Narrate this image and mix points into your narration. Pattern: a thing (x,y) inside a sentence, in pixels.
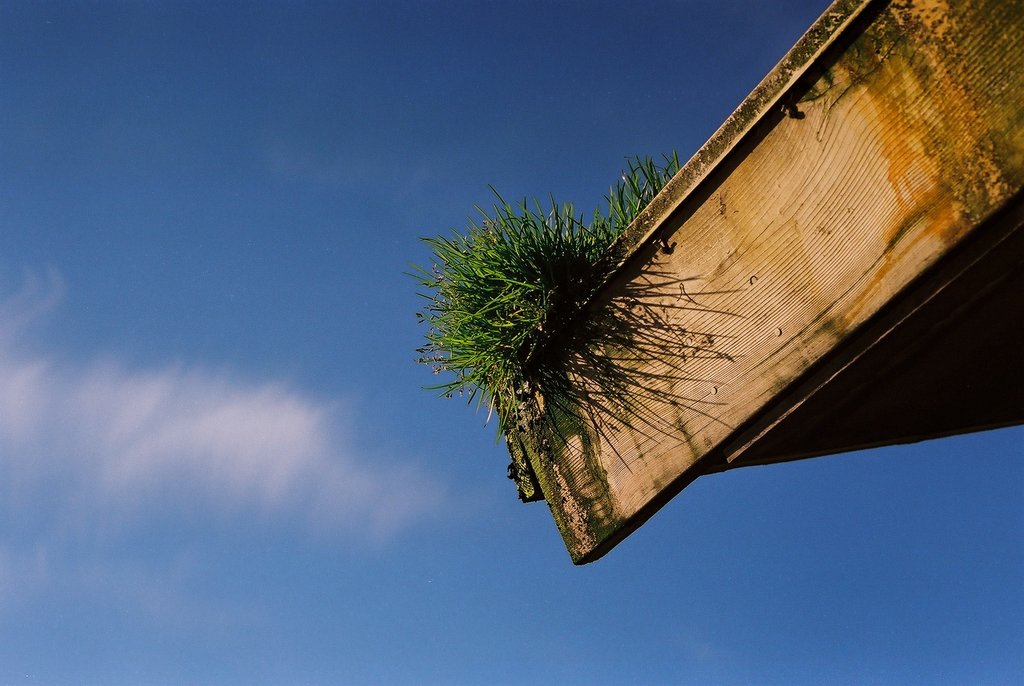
In this image I can see a wooden thing (591,398) on the right side (942,256) and on it I can see grass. In the background (266,291) I can see clouds (296,408) and the sky (296,367).
